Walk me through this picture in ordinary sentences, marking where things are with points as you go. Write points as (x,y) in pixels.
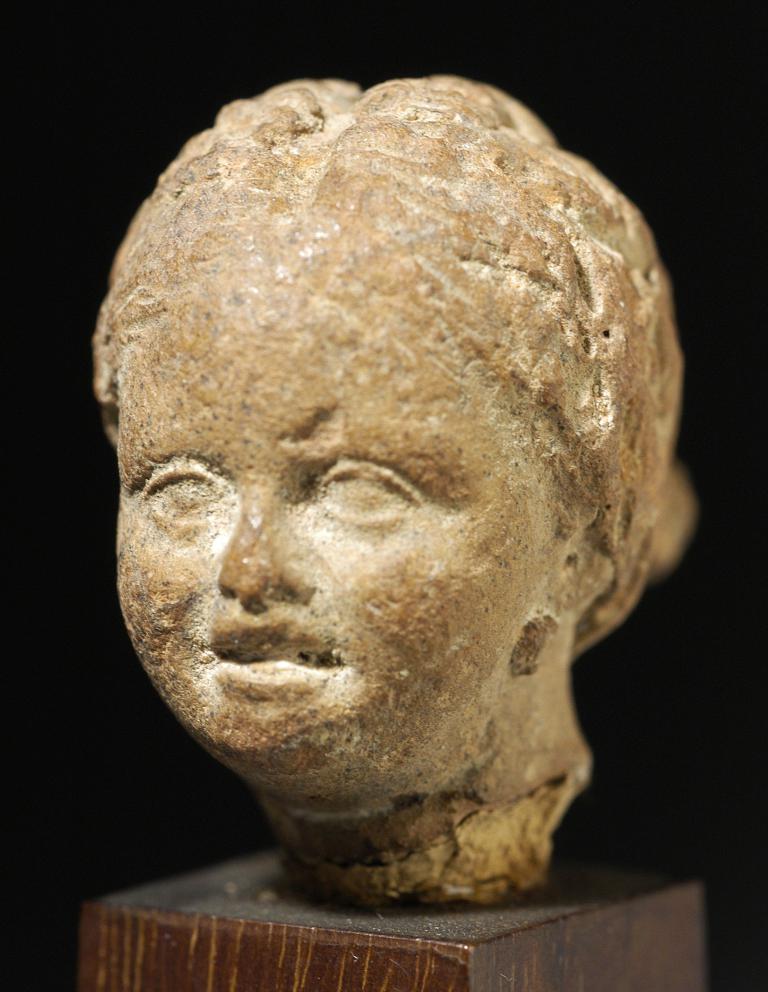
In this image we can see a sculpture (405,534) on a platform (507,960). In the background (621,94) the image is blur.
